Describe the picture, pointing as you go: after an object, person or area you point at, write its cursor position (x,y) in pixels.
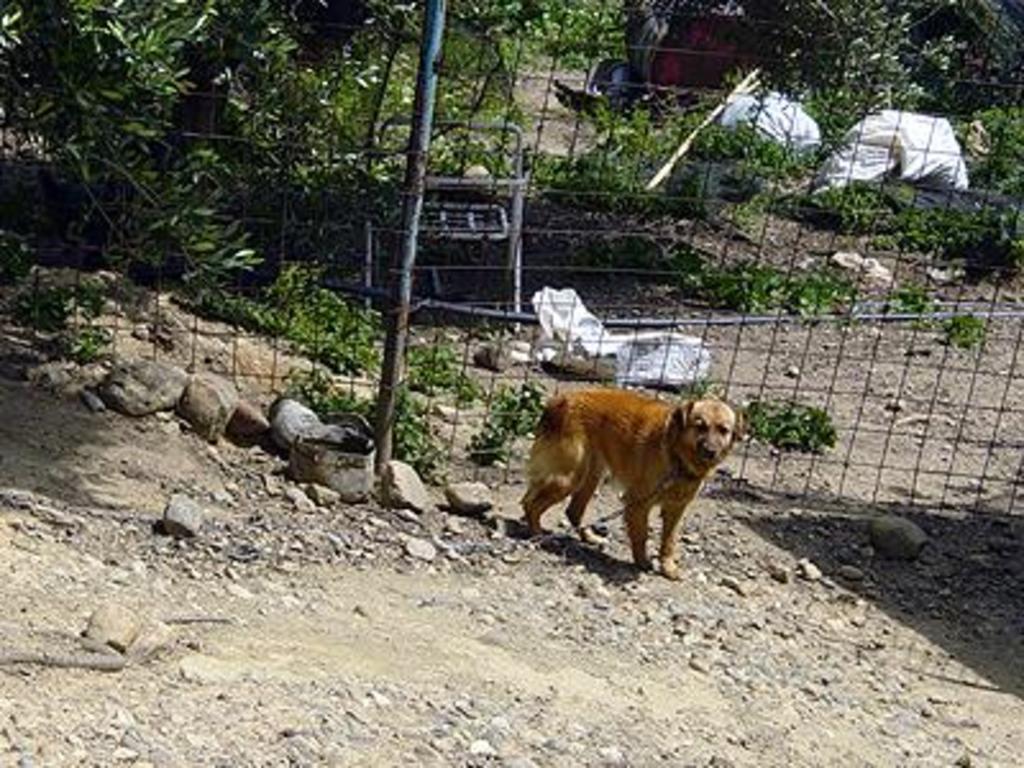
In this picture I can observe a dog (569,459) in the middle of the picture (564,474). The dog (575,485) is in brown color. There are some stones (253,506) on the ground (364,530). Behind the dog (656,402) there is a fence (500,190). In the background (120,33) I can observe some plants (492,68) and trees (412,83) on the ground (21,347).
